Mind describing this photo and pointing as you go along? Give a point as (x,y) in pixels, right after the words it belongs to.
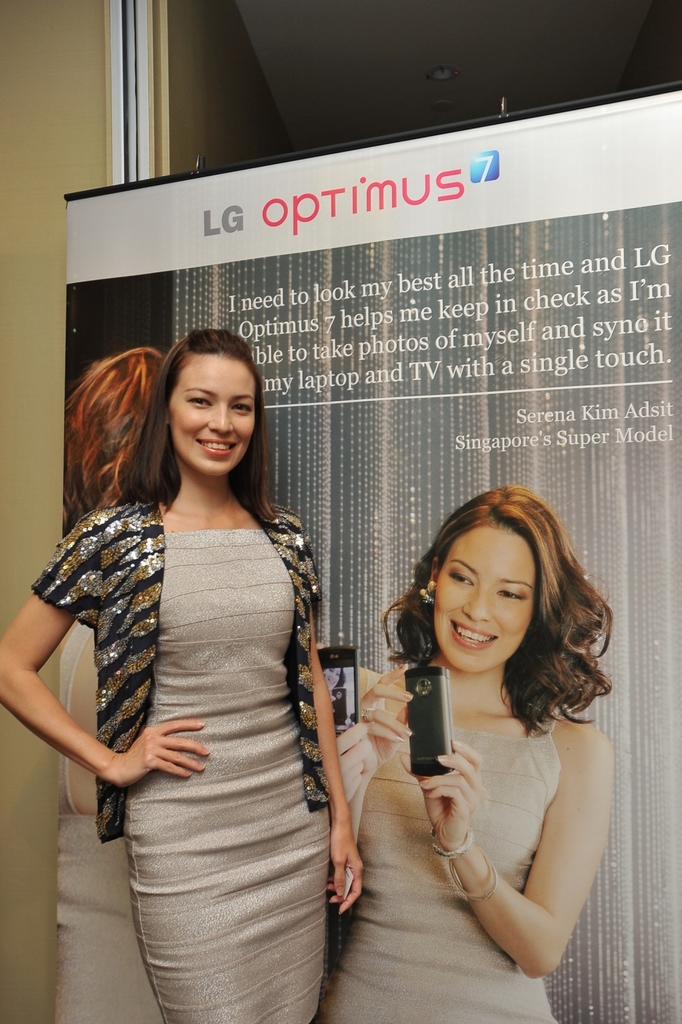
Here we can see a woman (137,619) posing to a camera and she is smiling. In the background (238,271) we can see a banner (459,281) and wall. On this banner (425,285) we can see a woman (581,666) holding a mobile (425,735) and text (265,341) written on it.
